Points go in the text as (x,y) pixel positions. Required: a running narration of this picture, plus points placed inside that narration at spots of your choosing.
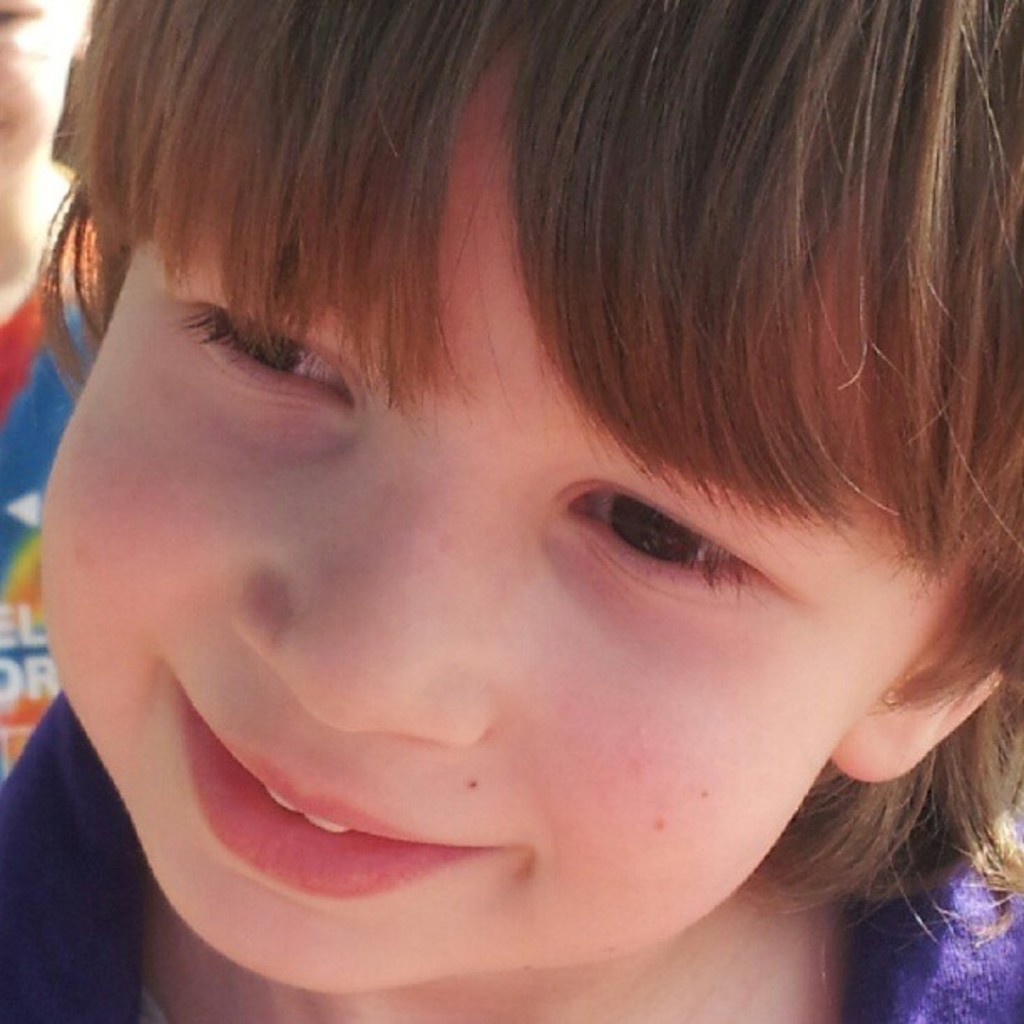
In this image there is a face (538,707) of a kid (526,692). The kid (528,697) is smiling.
